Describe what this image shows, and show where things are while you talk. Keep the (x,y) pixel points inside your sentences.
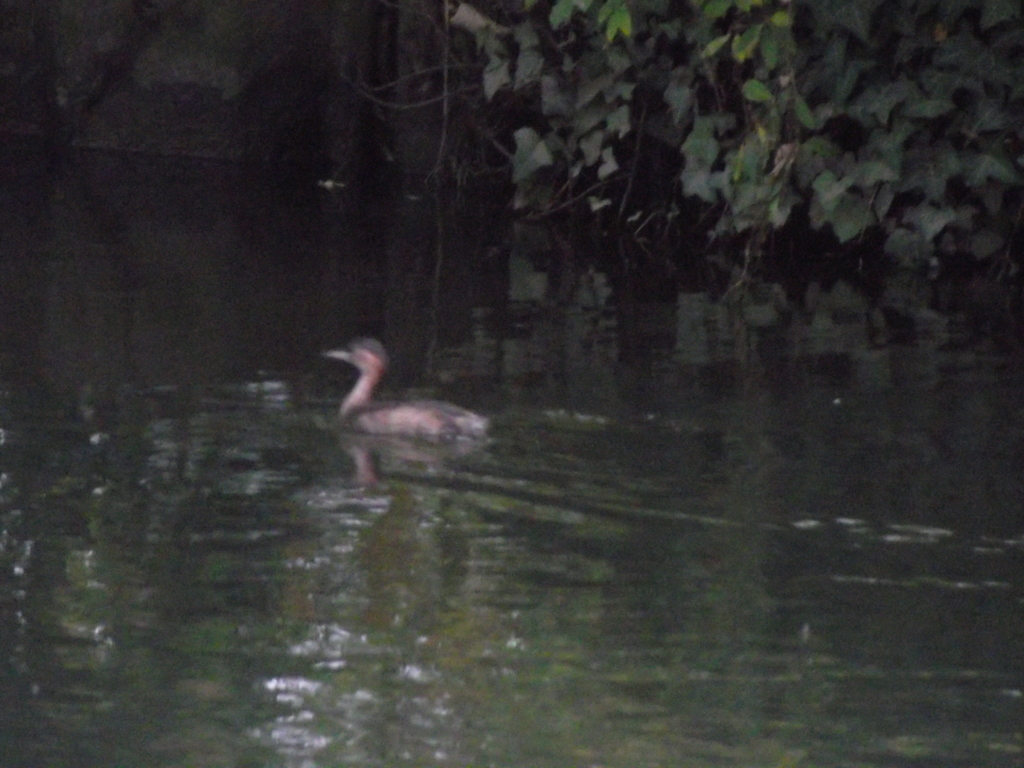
In this image there is a duck (391,424) swimming on the water (406,542). In the top right (690,66) there are leaves (714,67) of a plant (714,67).
